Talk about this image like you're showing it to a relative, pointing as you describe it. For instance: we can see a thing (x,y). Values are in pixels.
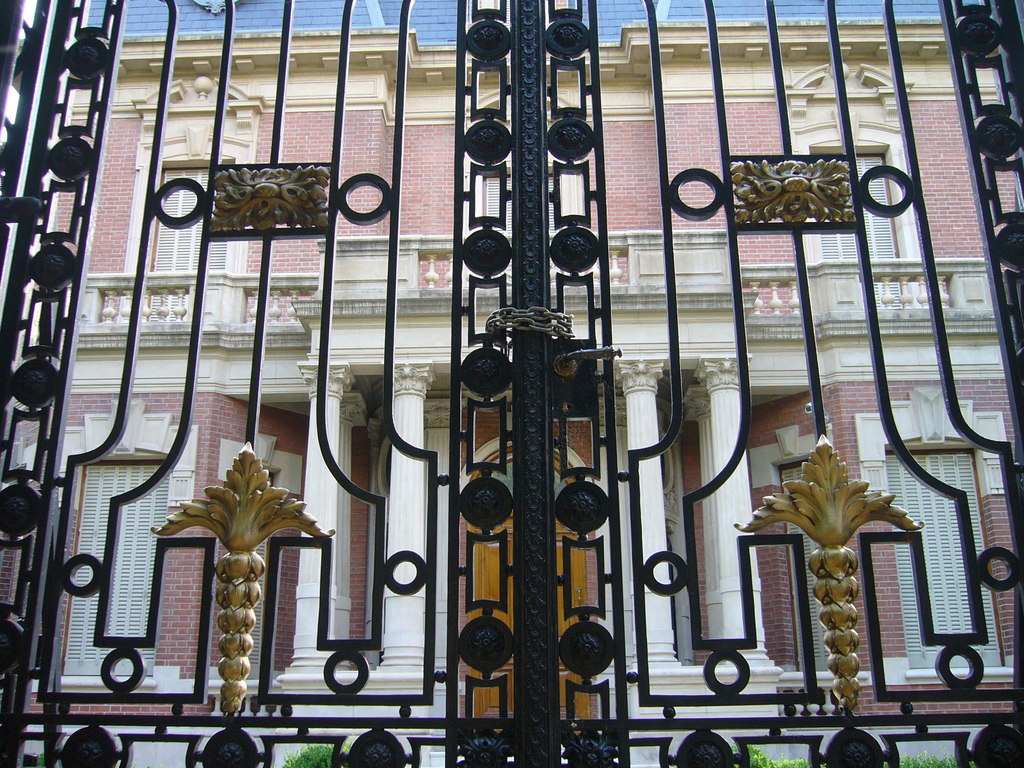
In the foreground (550,228), I can see a black color gate (822,401). In the background (185,314) there is a building (338,239).
